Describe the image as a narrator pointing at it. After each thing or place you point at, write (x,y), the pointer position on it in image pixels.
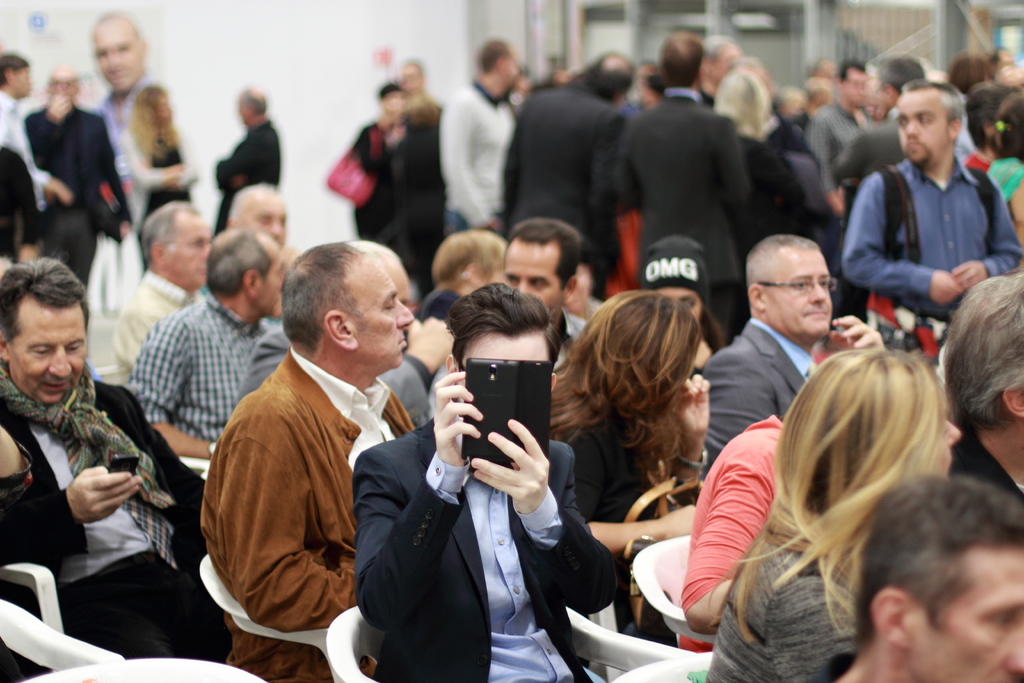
In this image we can see a person (454,485) sitting and holding a mobile phone (490,403) in the center (487,409). We can also see many people (307,445) sitting on the chairs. In the background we can see people (823,166) standing. We can also see a person poster (128,16) to the wall (360,24) and some part of background (727,5) is blurred.
